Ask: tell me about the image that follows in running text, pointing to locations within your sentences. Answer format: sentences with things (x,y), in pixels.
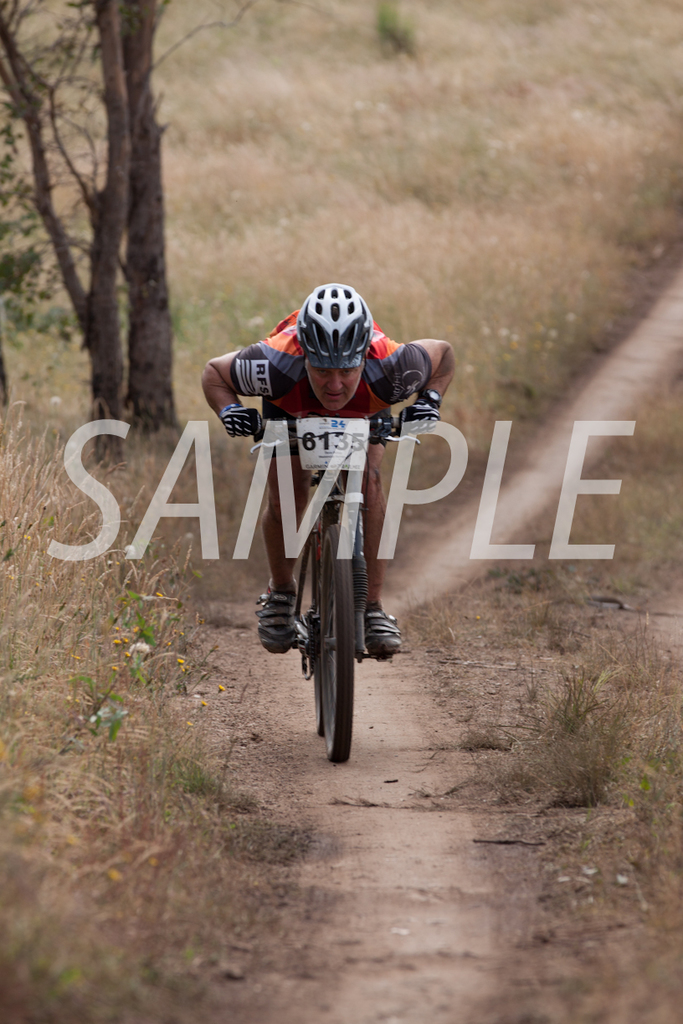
In the middle (279,607) I can see a person (289,613) is riding a bicycle (329,734) on the road (306,780) and a text (404,476). In the background (417,476) I can see trees (102,265) and grass (294,180). This image is taken during a day.
